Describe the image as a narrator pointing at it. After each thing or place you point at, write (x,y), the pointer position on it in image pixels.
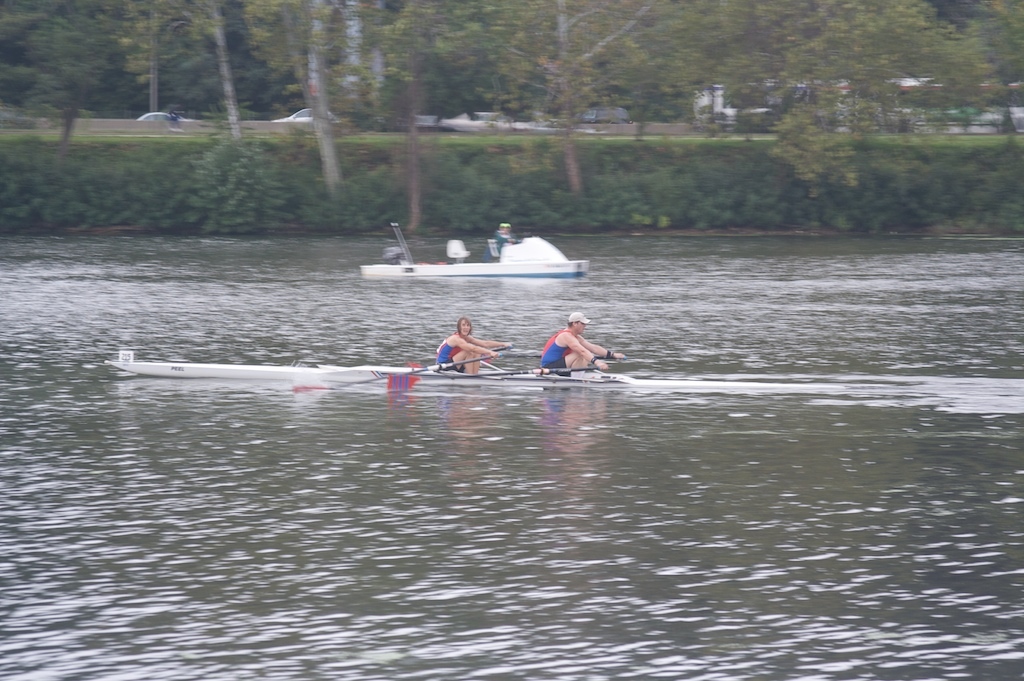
In the picture I can see boats (457,379) are sailing on the water (526,399). On these boats (452,367) I can see people (473,346). In the background (529,169) I can see trees (574,188), plants (447,164) and some other objects (650,132).
